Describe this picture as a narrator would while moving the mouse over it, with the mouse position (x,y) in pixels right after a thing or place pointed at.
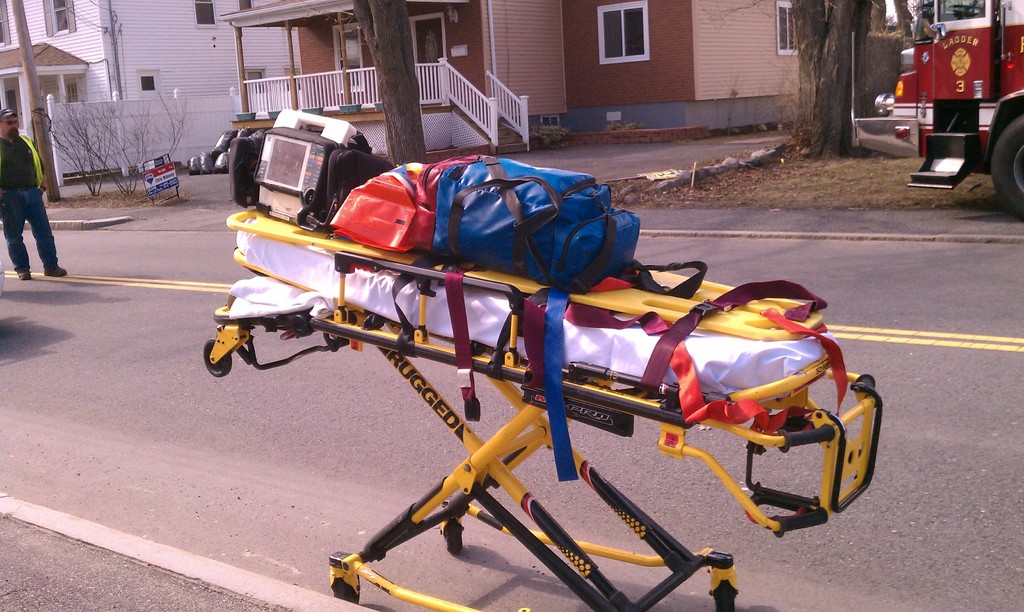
In the center of the image (402,261) there is a stretcher (438,502). On the stretcher (405,276) we can see luggage (452,224). In the background (31,175) we can see person (3,133), trees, houses (245,37) and vehicle (928,82).
